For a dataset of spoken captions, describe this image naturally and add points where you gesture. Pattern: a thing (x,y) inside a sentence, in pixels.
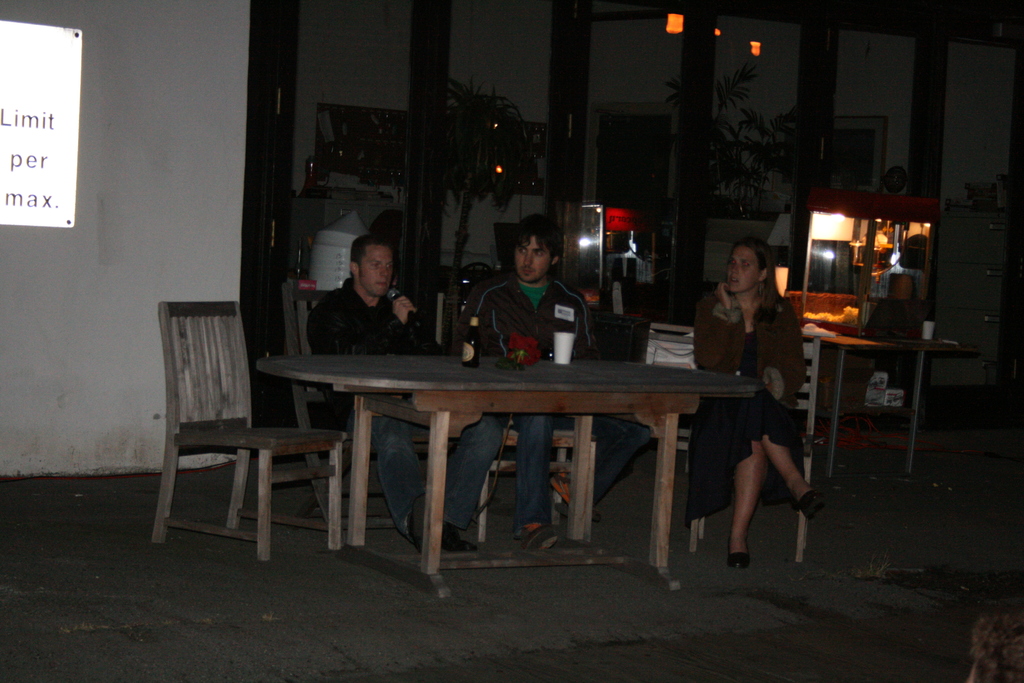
This picture shows three people (544,254) seated on the chairs (298,399) and there is a beer bottle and a glass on the table (427,505) and we see few plants (510,134) on the back (458,105).
